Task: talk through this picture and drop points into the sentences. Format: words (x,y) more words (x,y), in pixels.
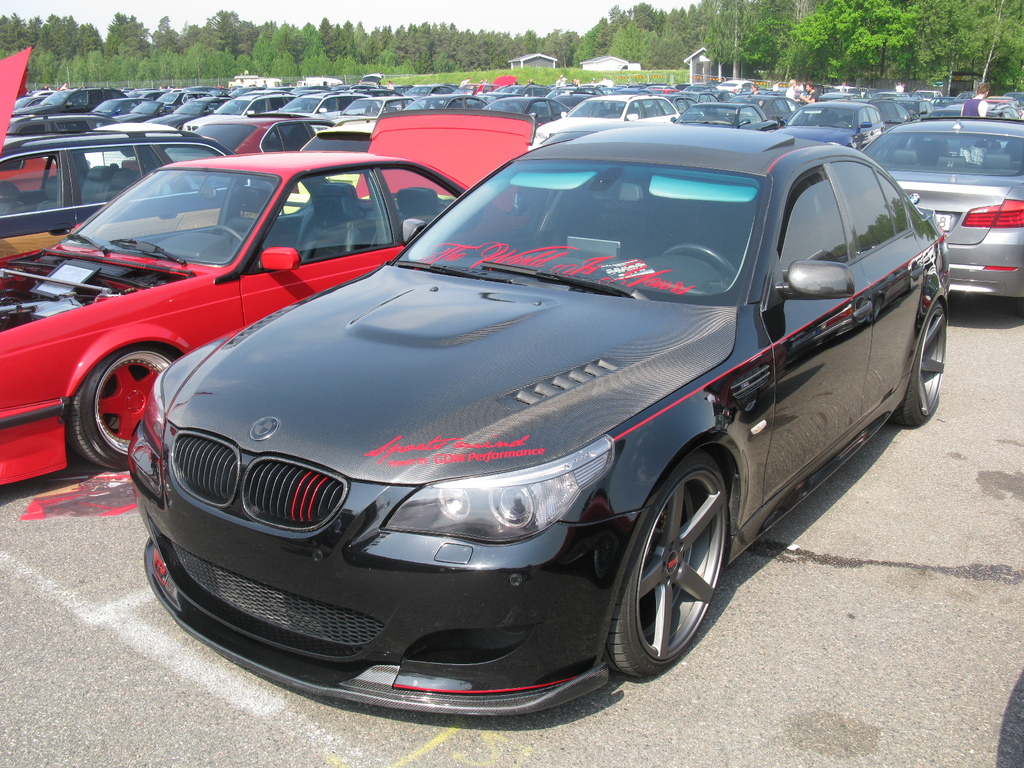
In this picture I can see a car (512,496) in black color, on the left side (316,223) there is another car (223,295) in red color. At the back side (965,181) lot of cars (24,168) are parked on the road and there are trees (102,57) in this image.
